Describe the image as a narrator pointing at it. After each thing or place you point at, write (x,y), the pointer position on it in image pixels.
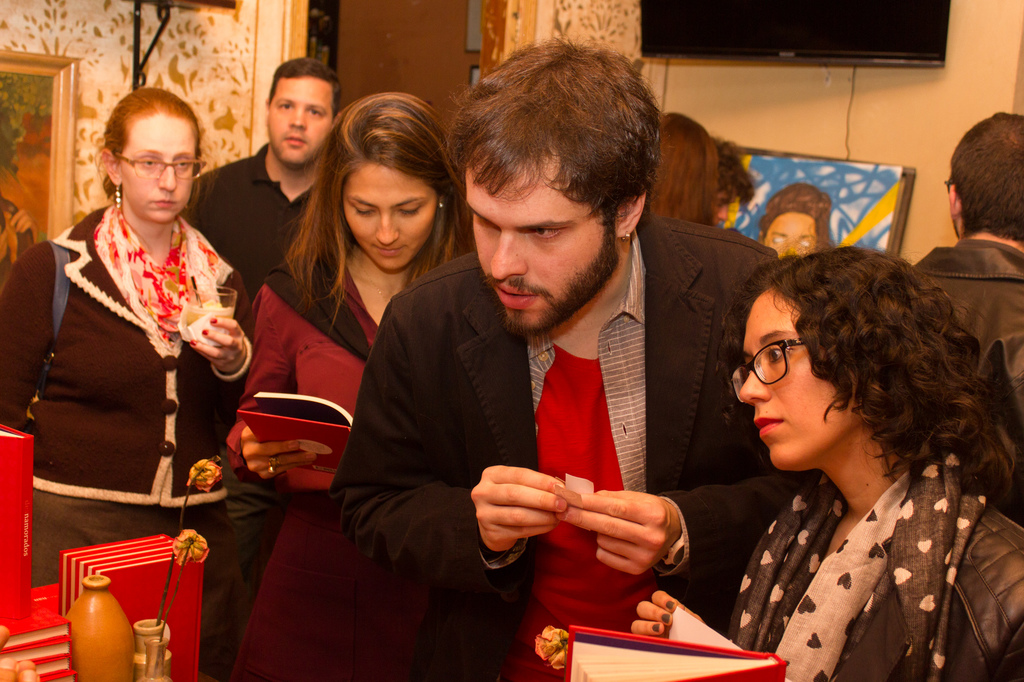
In this picture we can see some persons (517,359) are standing, some of them are holding book (696,647), glass (208,294) in their hand (213,353). In the background of the image (226,78) we can see wall (217,69), photo frame (34,90), door (465,64), screen (780,55), painting board (839,163), wire (849,101) are there. On the left side of the image (115,555) we can see glass (149,655), dry flowers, books (54,617) are there.
